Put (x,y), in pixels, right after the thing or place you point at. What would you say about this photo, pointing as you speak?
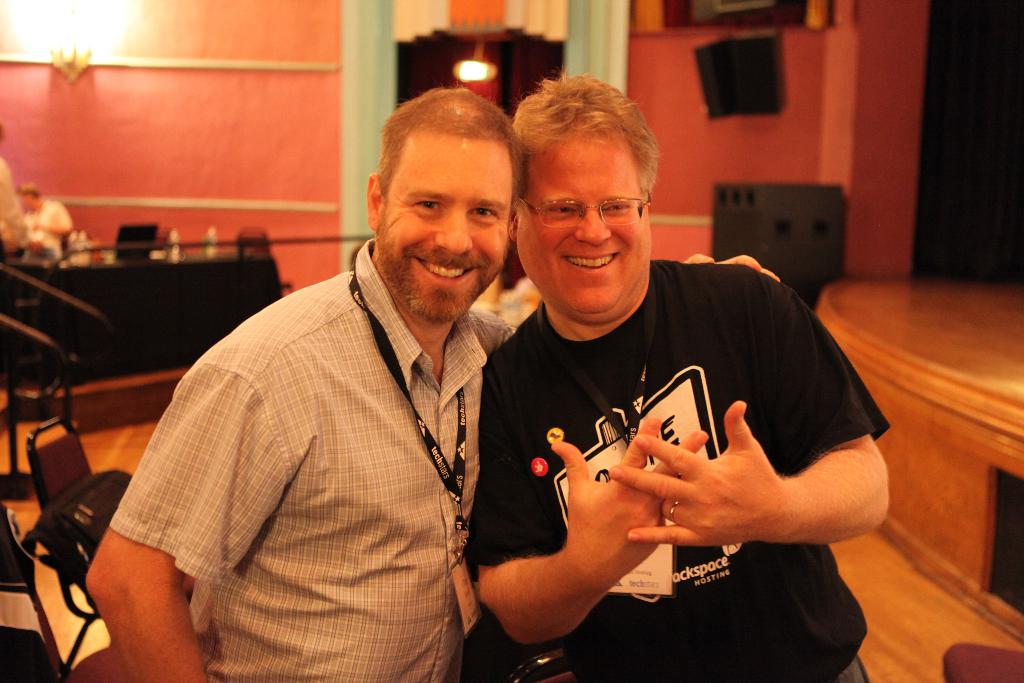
There are two persons (647,218) in different color dresses (676,304) smiling and standing. In the background (22,560), there are chairs (53,486) arranged on the floor (118,467), there are persons (29,230) and some objects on the table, a light (78,7) which is attached to the pink color wall (241,153) and there are other objects (766,72).
